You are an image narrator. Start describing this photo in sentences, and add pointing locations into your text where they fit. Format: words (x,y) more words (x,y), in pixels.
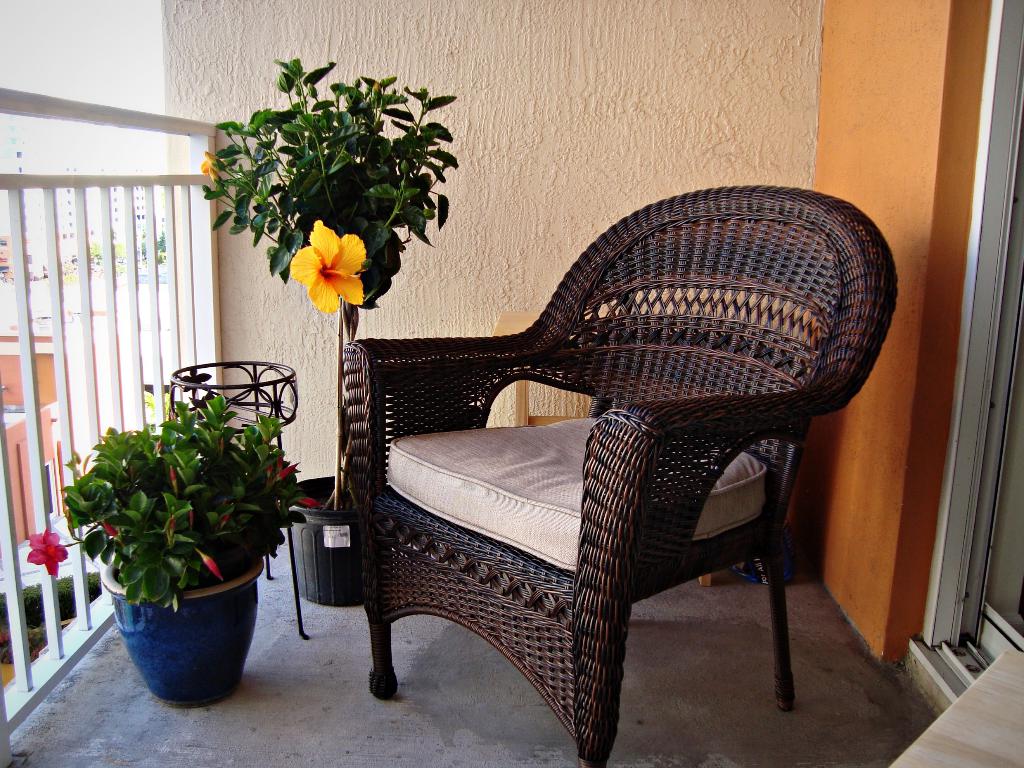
In this picture we can see a chair (542,681), tripod (281,388), houseplant (239,572) and a plant (164,554) on the path (391,732). There are few buildings (3,278) and trees (156,253) in the background (141,222).
